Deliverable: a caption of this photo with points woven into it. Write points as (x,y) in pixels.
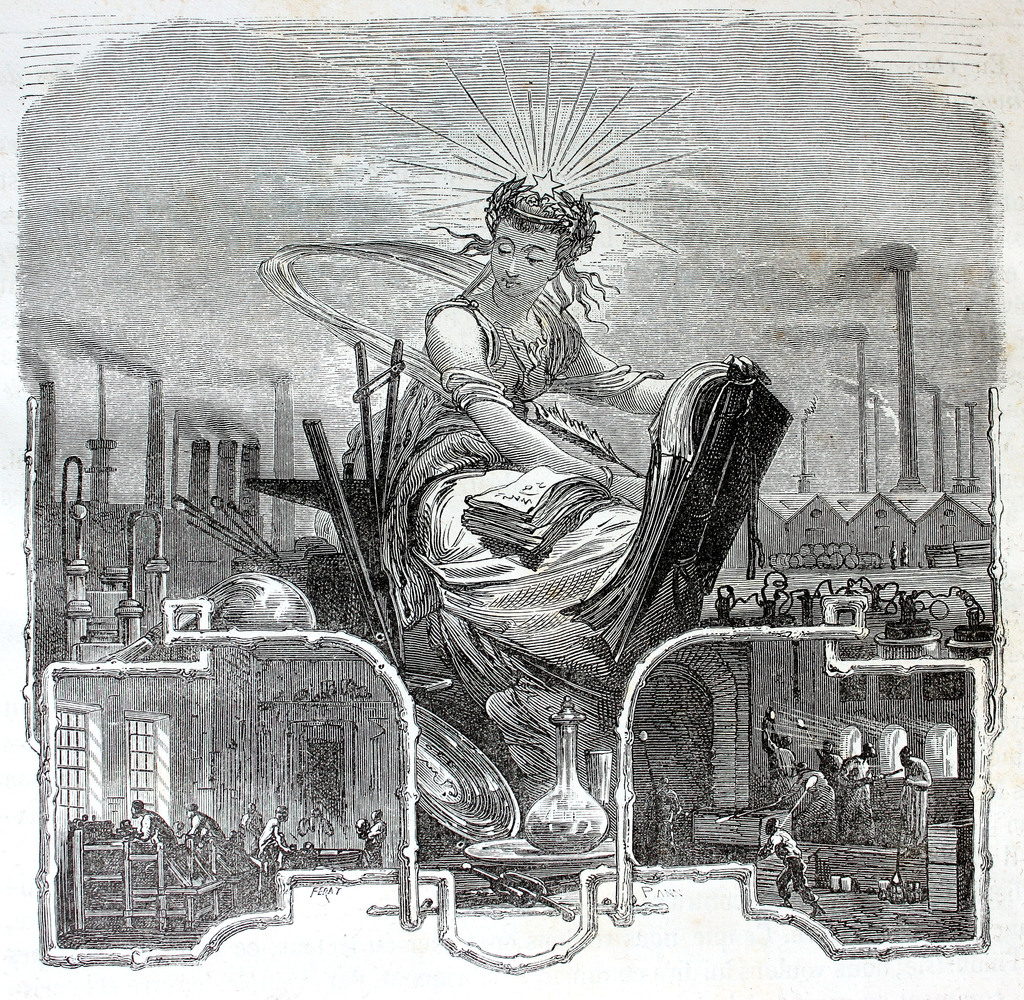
In this image I can see the person (431,412) with the dress (483,462). To the left (159,841) there are few more people (165,830). In-front of the person (475,556) there is a table (526,841) and a vase (534,819) on the table (604,846). In the back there are houses (968,536), poles (903,412) and the sky (424,230).
